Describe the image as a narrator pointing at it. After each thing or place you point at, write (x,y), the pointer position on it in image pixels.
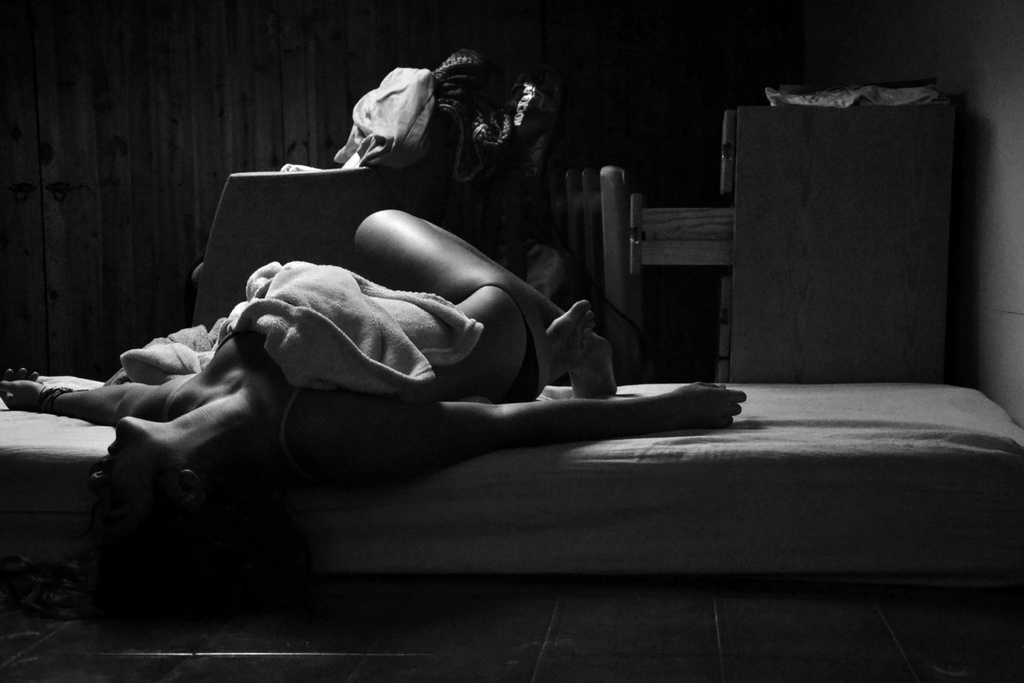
There is a woman (505,340) on a bed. On her body (343,394), there is a cloth (411,330). In the background (349,262), there are clothes (369,123) on an object (363,177) and there is a cupboard (885,134). And the background (47,151) is dark in color.
